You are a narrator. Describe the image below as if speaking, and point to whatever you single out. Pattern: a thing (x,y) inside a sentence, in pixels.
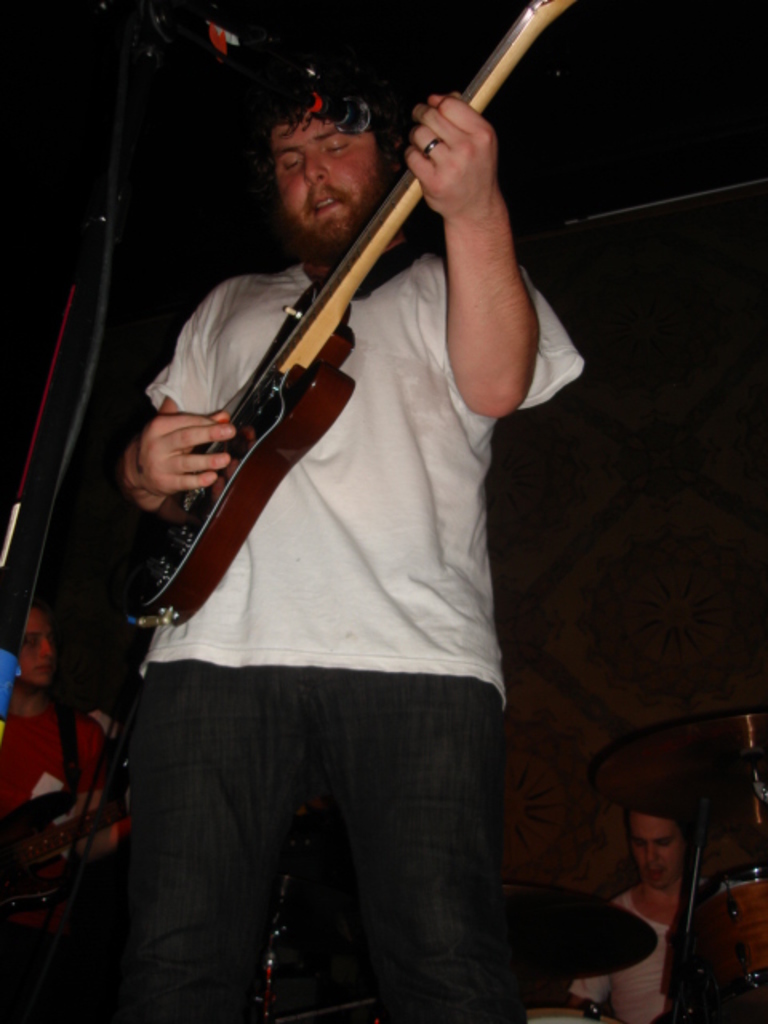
In this image I can see a man (297,615) wearing white color t-shirt (428,466) and playing the guitar (298,383). On the right bottom of the image (655,913) there is another man (649,900) who is playing the drums (622,945). On the left side (43,733) I can see a man (44,783) wearing red color t-shirt (44,766).
